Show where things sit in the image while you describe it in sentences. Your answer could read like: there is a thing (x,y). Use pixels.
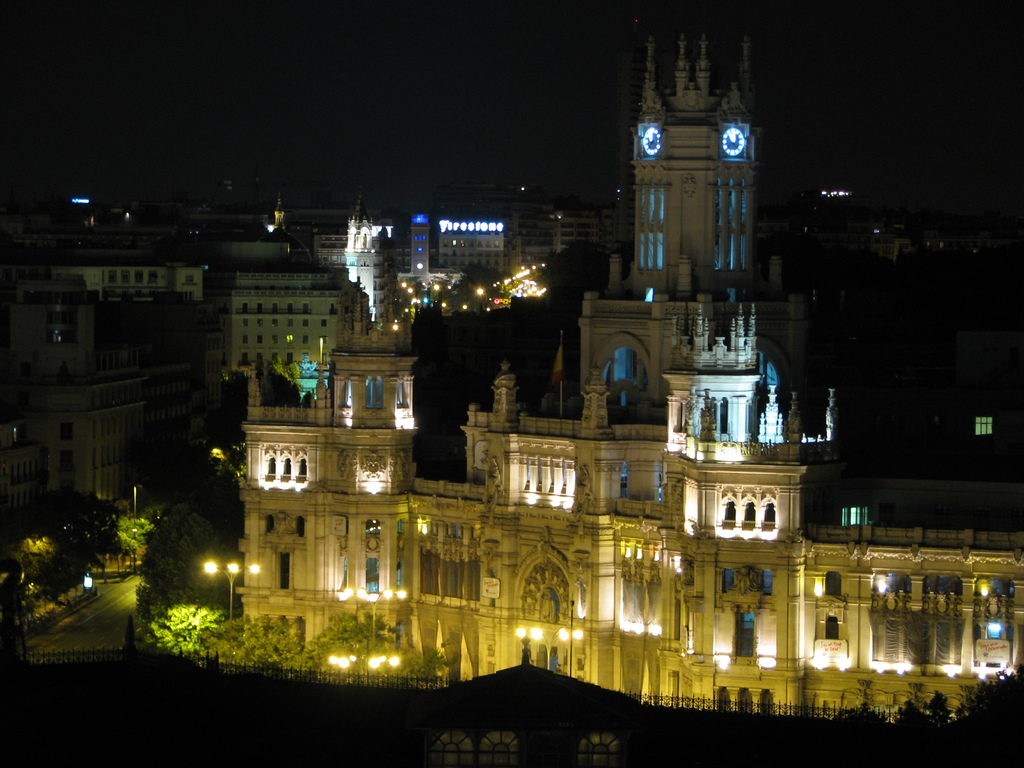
There are lights (340,589), buildings (386,497) and trees (227,398), as we can see in the middle of this image (559,433) and the sky (482,139) is at the top of this image (403,76).
